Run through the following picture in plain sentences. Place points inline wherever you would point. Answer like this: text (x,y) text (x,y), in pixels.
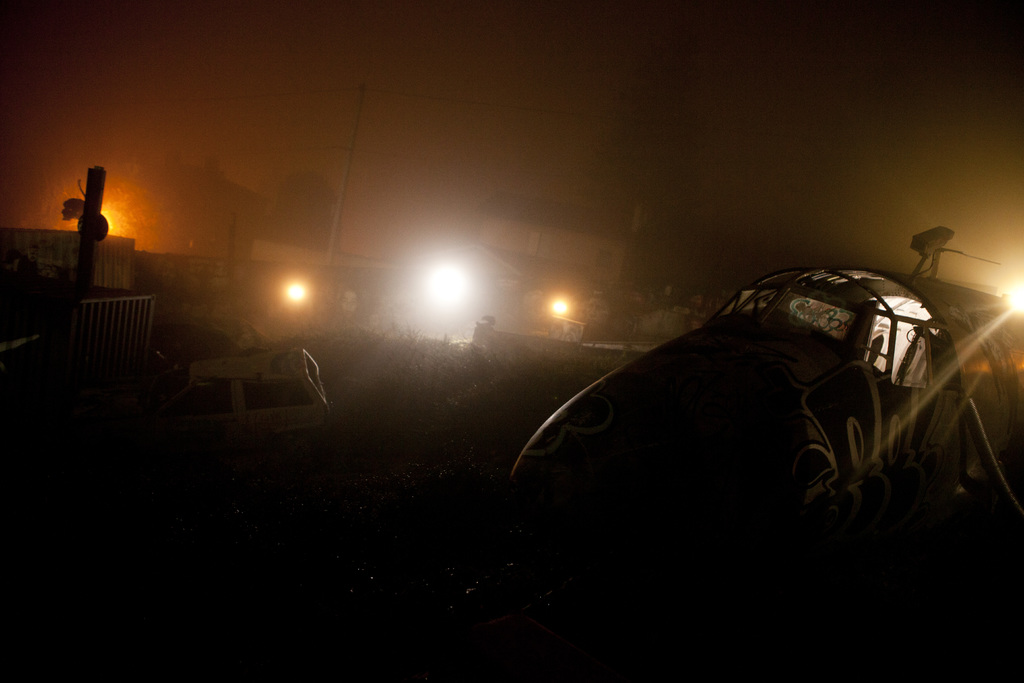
In this image, we can see a few vehicles (936,421), plants (497,334), house (517,244), pillars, lights (1013,308), wall (190,261).
